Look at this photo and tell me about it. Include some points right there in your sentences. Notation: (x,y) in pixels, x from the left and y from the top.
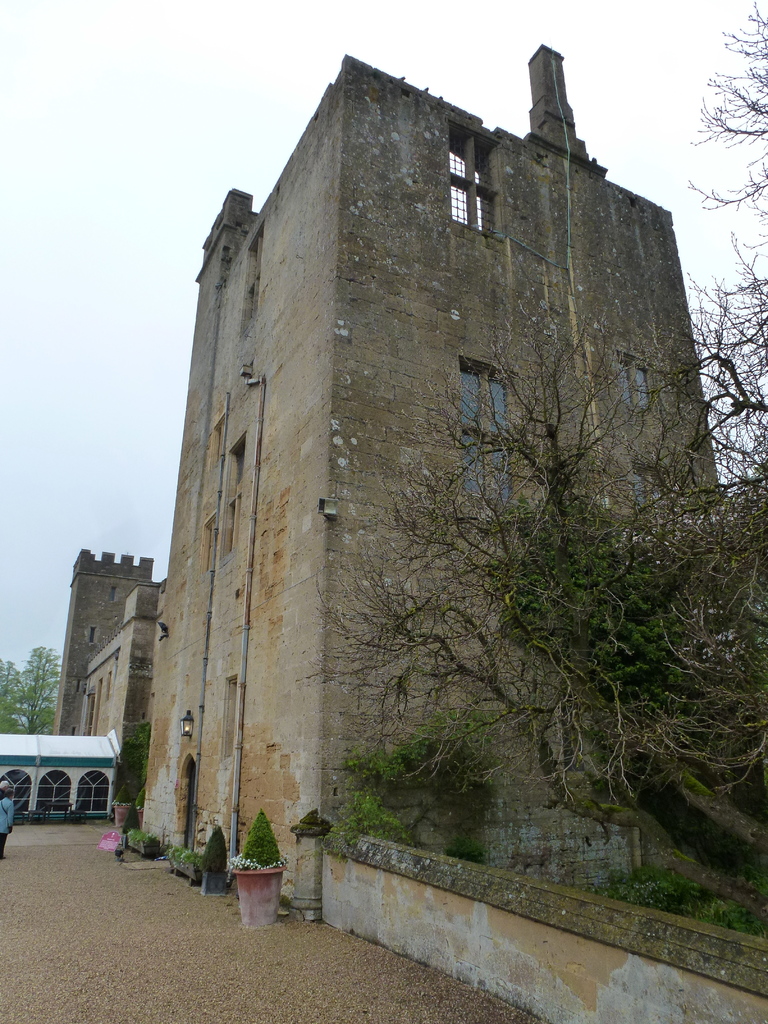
This picture is clicked outside. In the center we can see the houseplants (130,823) and there is a person (3,830). On the right (543,597) we can see a plant (439,771) and a tree (643,617) and we can see the buildings (310,582). In the background (141,49) there is a sky (83,381) and the trees (37,680).
